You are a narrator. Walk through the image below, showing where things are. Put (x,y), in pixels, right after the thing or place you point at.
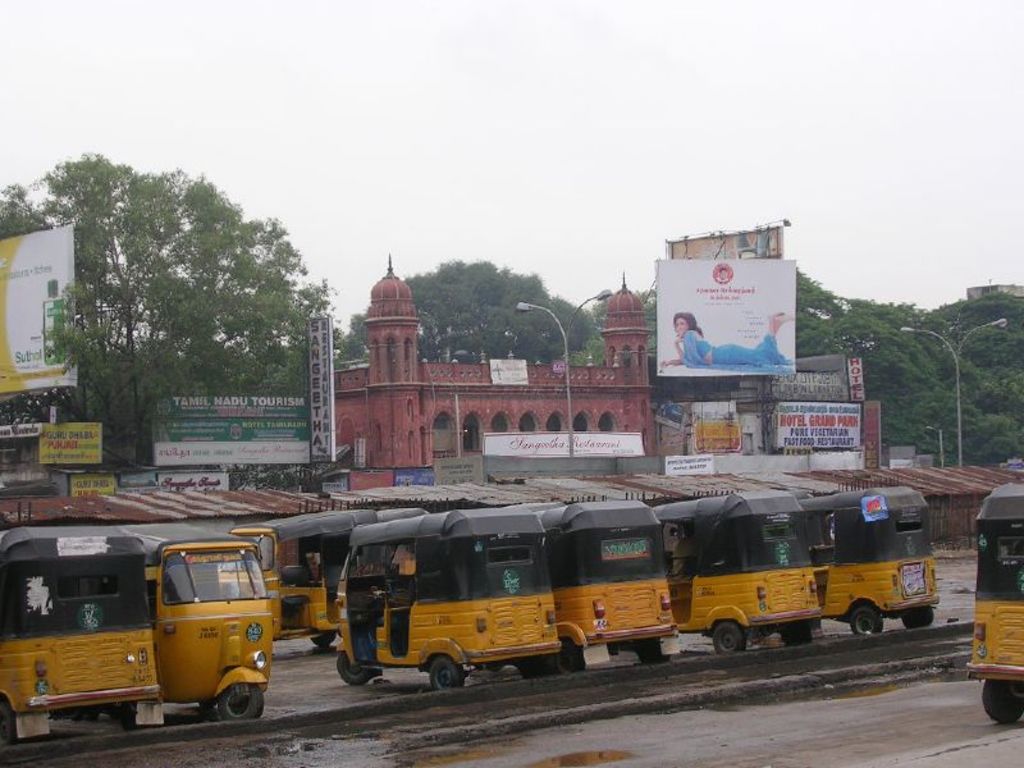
In this image we can see many vehicles (404,557). Behind the vehicles (740,508) we can see shed (170,501), buildings (485,402), advertisement boards (696,436), street poles (573,427) with lights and a group of trees (206,334). At the top (278,135) we can see the sky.
